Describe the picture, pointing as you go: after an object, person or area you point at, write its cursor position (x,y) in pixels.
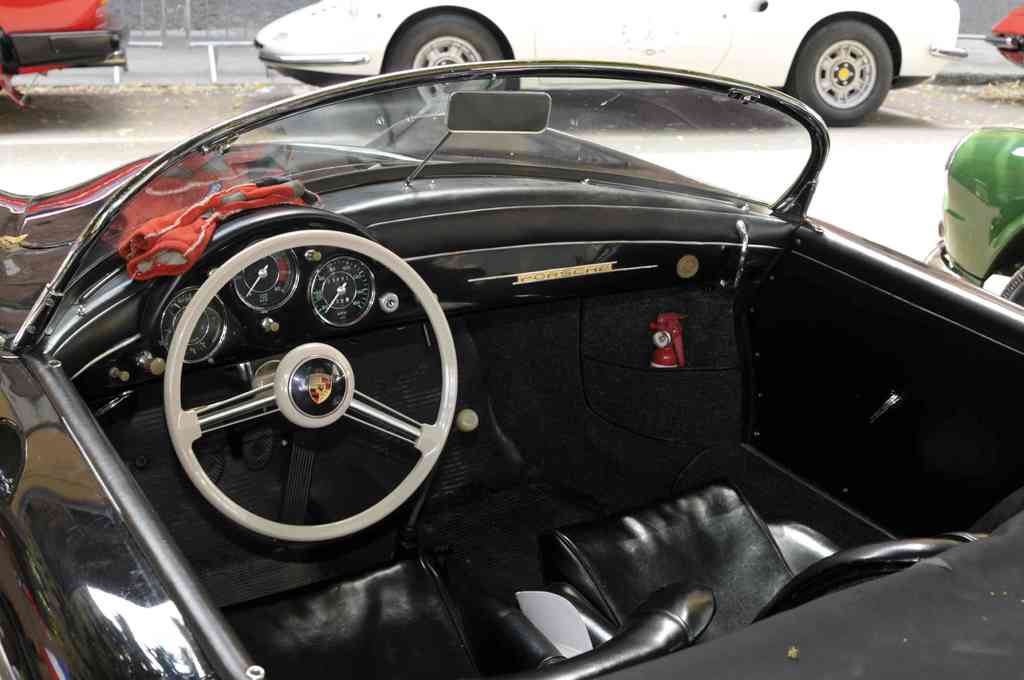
In this image there is a black color car (128,414). In the background of the image (658,63) there are cars (601,12) on the road (66,139).
